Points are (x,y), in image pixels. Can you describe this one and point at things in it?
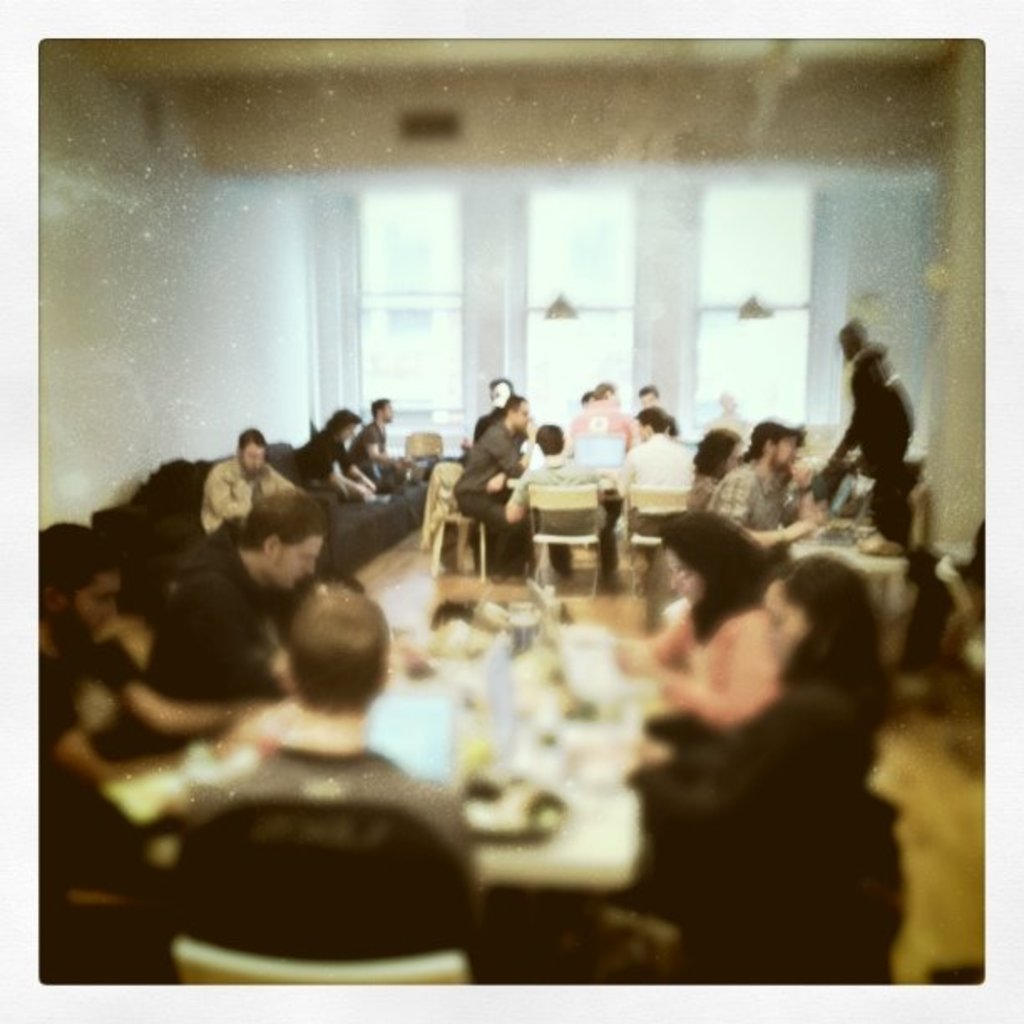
This picture describes about group of people (387,760) few are seated on the chair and few are standing, in front of them we can see food items (472,751) on the table (553,724).
